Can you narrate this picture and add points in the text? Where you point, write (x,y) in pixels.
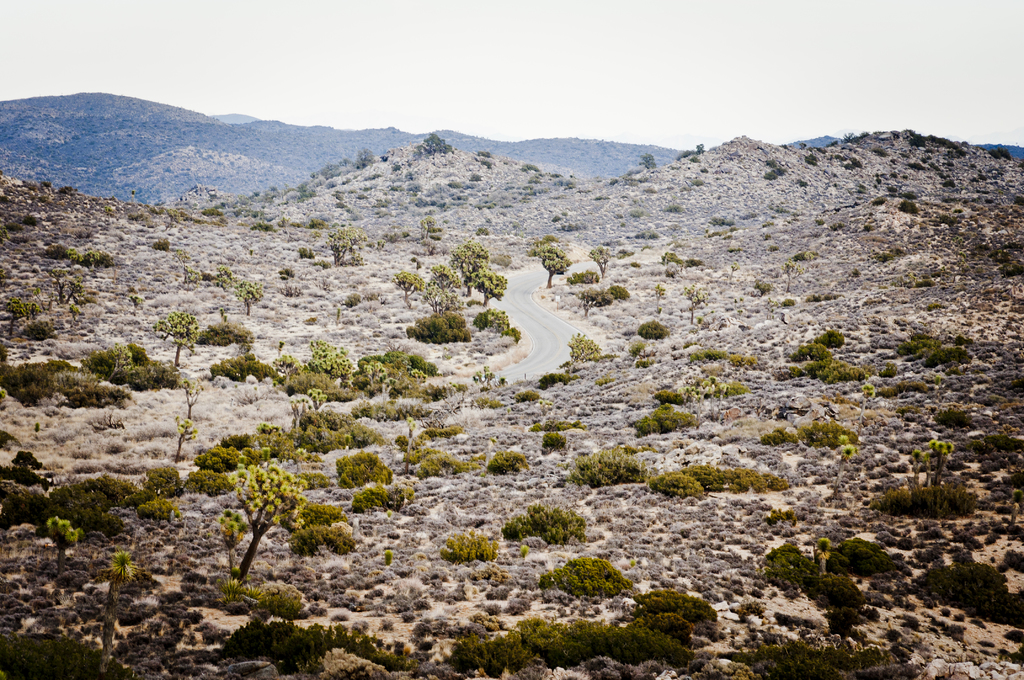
In this image at the bottom (521,460), there are trees (585,359), plants (506,442), grass (135,430) and land (807,611). At the top (477,192) there are hills (972,274), road (530,324) and sky (561,76).
